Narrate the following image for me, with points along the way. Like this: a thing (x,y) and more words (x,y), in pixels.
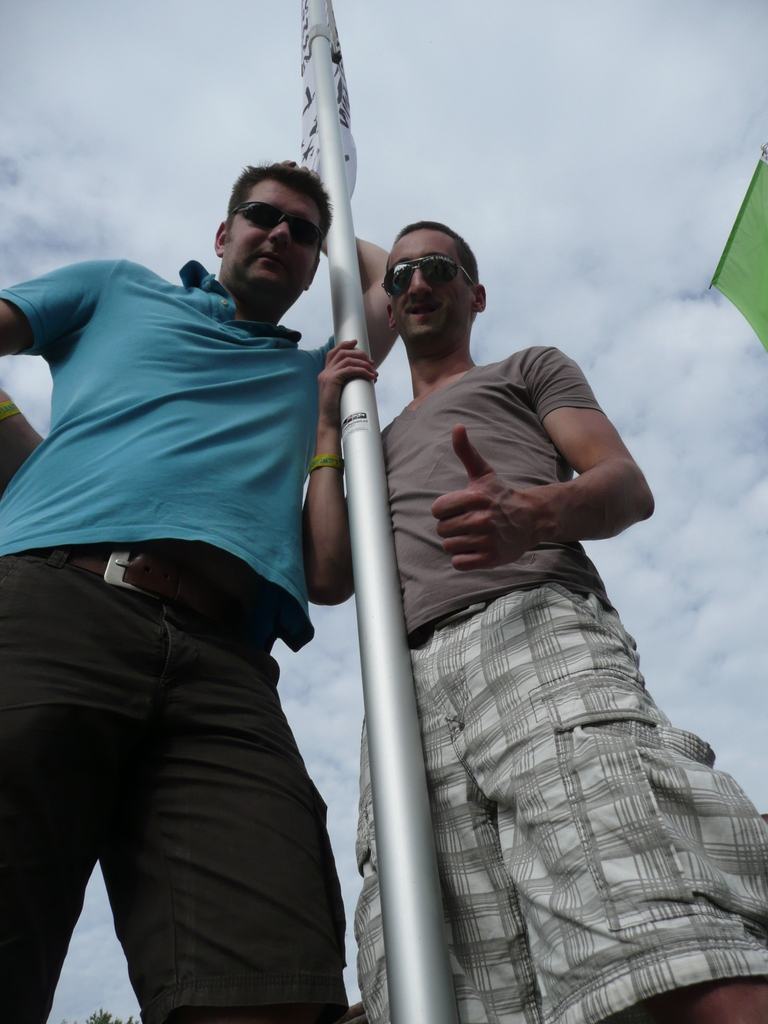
In the center of the image (501,428) we can see men (291,454) standing at the pole (392,773). In the background (530,143) we can see sky (395,151) and clouds (176,138).
